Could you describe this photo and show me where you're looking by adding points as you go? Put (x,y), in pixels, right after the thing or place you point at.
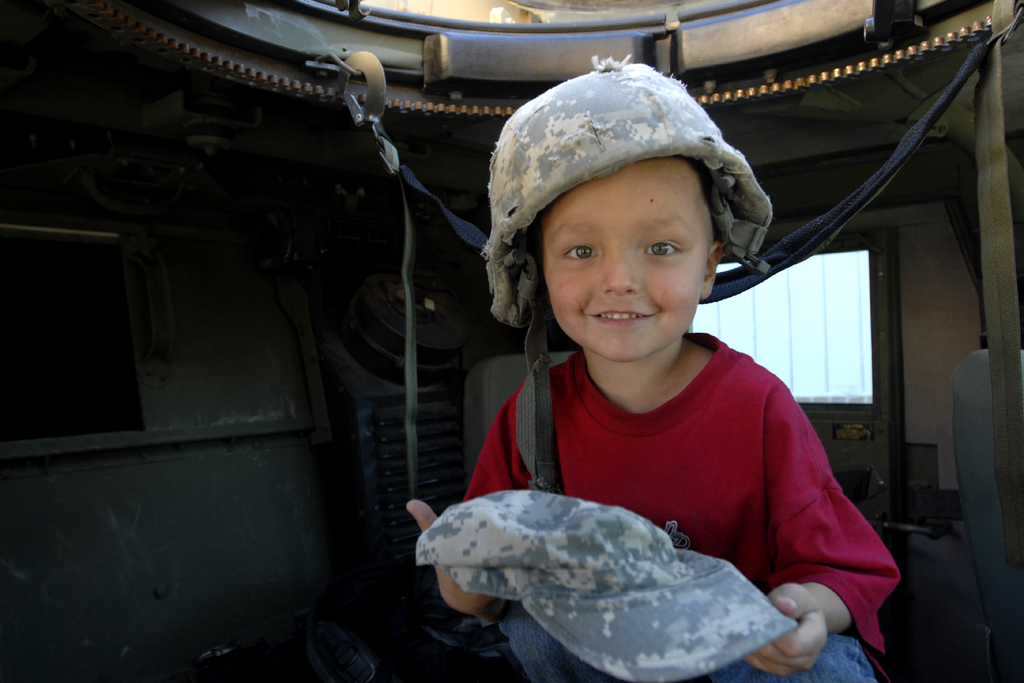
Background (436,455) portion of the picture is dark. In this picture we can see belts (411,226) and objects (425,265). We can see a boy (772,463) wearing a t-shirt (809,512) and holding a cap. He is smiling.
